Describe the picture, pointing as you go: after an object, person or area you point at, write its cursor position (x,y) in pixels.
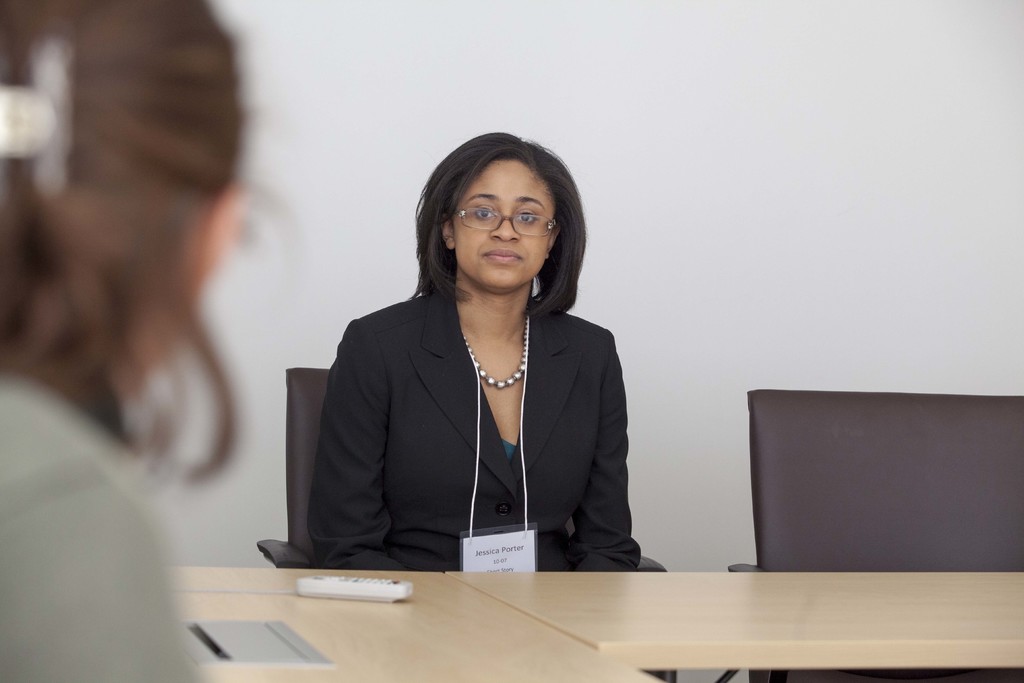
A woman (547,494) is sitting in chair (304,424) wearing black suit (408,463). She has spectacles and short hair (448,260). There is a remote control (405,585) on the table (484,607) in front of her. Another woman (87,590) watching from the left side of the image (78,294).
